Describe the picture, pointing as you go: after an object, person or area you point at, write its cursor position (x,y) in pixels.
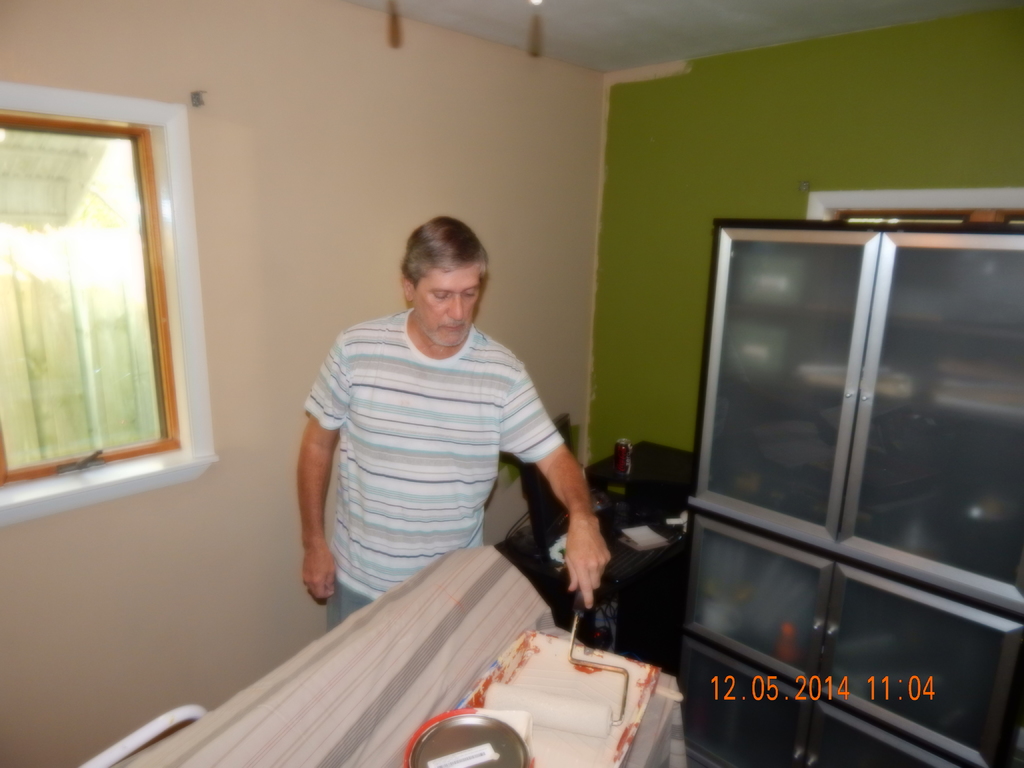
In this image we can see a man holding a painting roller (582,662). In the background (216,376) there are windows (167,222), walls (518,124), cupboard (774,356) and objects (595,498) on the side table (642,467).
